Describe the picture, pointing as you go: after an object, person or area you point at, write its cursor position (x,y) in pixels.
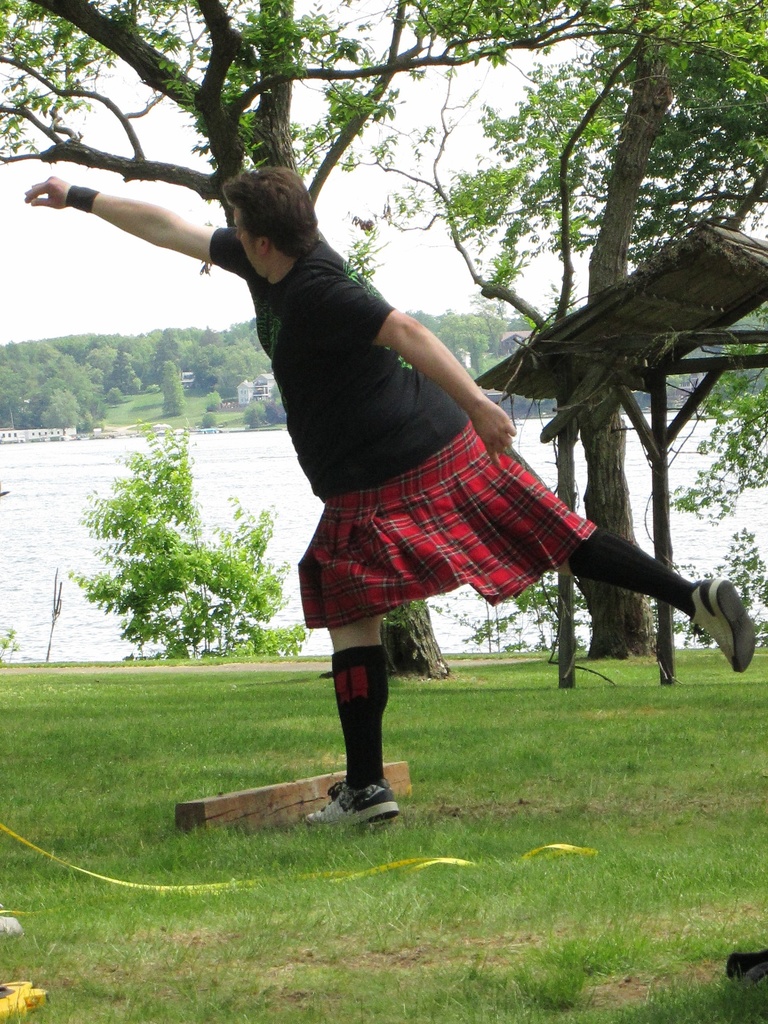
A person (355,364) is standing wearing a black t shirt (404,462) and a skirt (436,489). There is grass (127,677), trees (602,483) and water (107,483).
